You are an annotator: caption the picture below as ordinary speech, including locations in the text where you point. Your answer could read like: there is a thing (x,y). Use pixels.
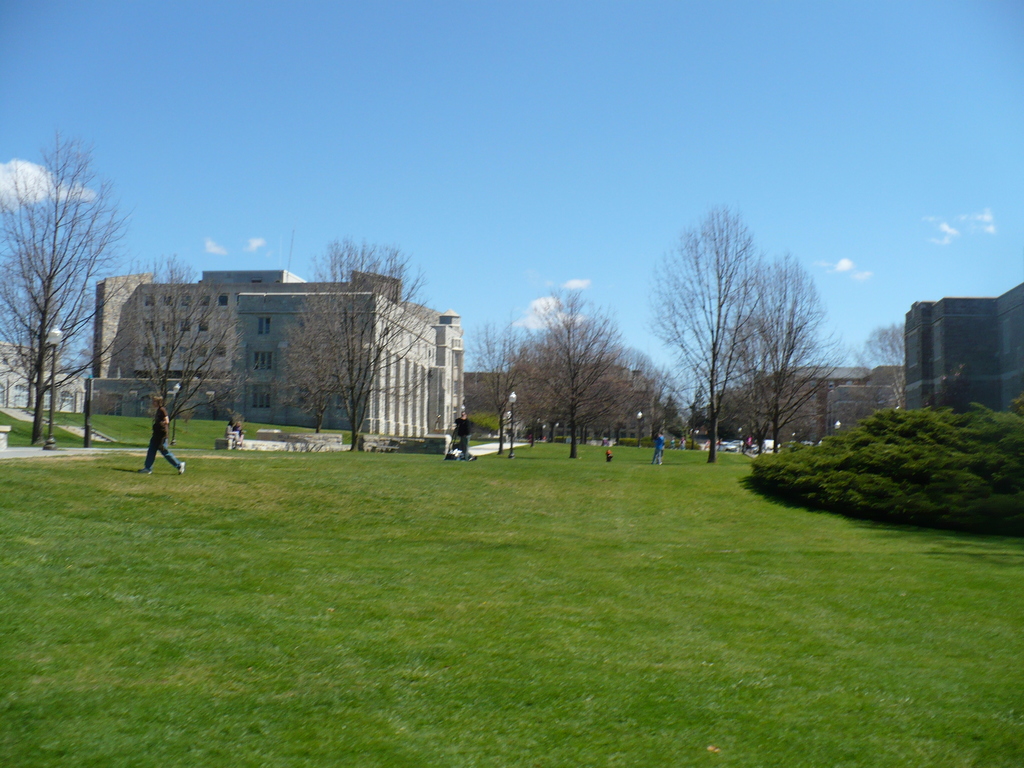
In this image we can see buildings (253,370), persons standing on the ground (261,527), street poles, street lights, trees (783,398) and sky (508,218) with clouds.
